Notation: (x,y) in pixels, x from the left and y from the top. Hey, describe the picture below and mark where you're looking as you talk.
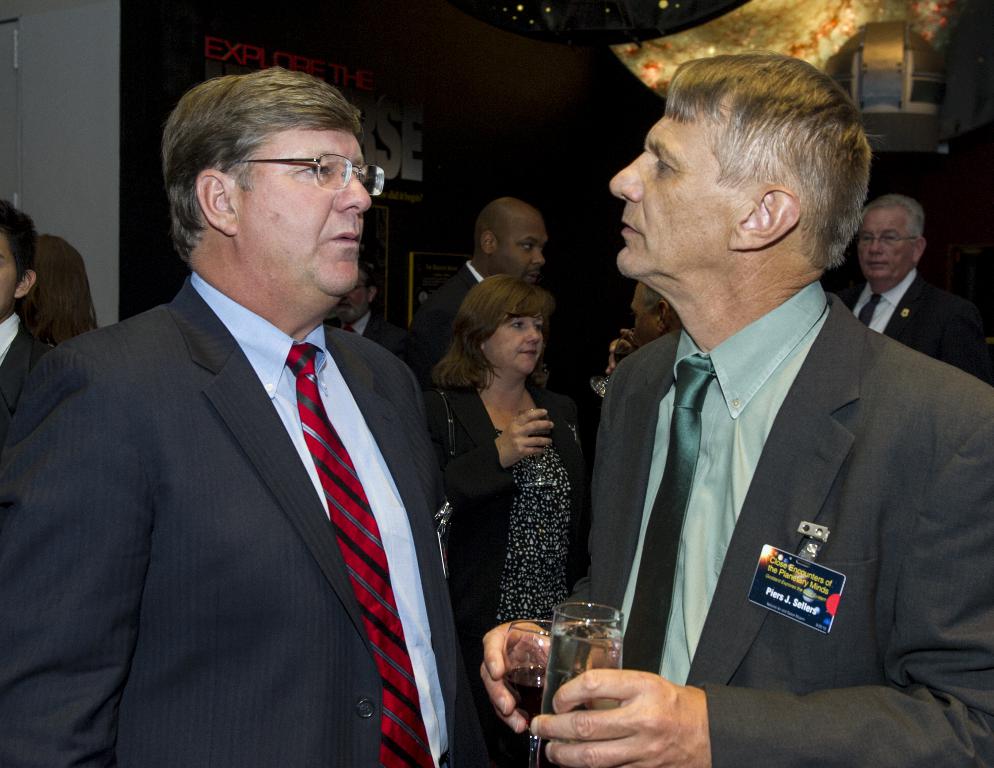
In this picture there is a man (737,382) with green shirt (723,369) is standing and holding the glasses (576,644). At the back (32,273) there are group of people (517,278) standing and there is a board (215,17) and there is text (316,73) on the board (321,71) and there might be a door (17,129). At the top (690,53) there might be lights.
